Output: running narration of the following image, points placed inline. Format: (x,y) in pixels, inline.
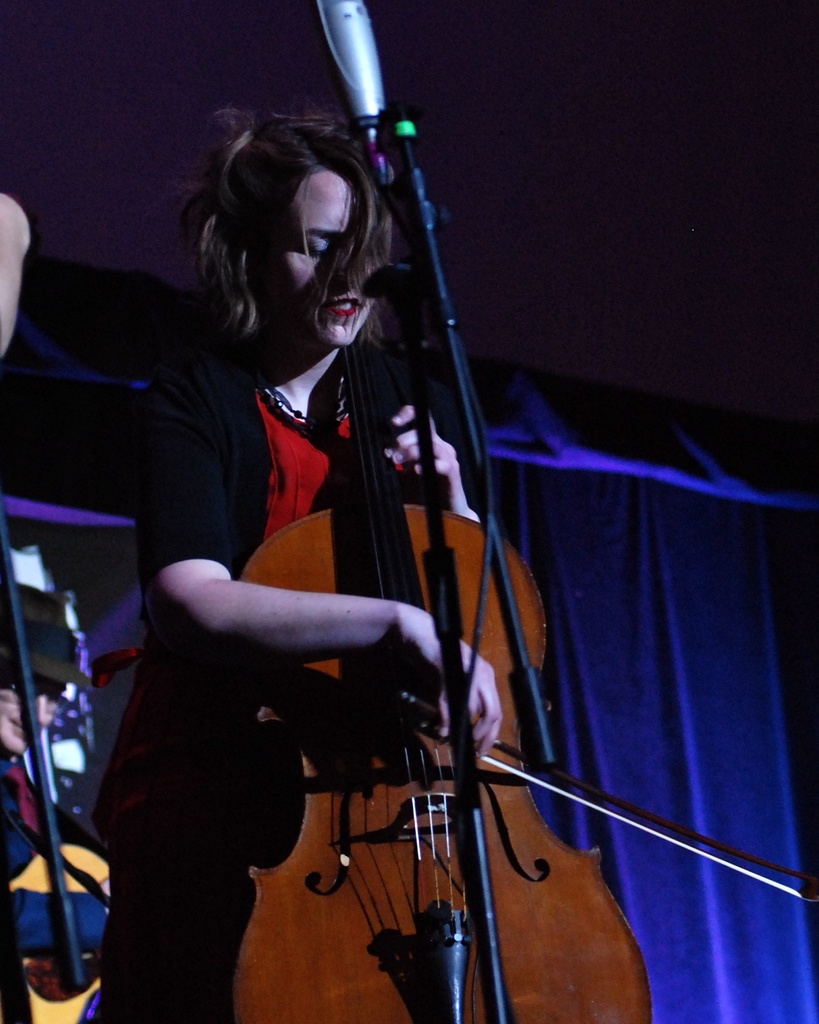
In this image I can see a woman (279,485) is standing and I can see she is holding a musical instrument (294,964). I can also see a mic (377,110) and in the background (10,736) I can see one more person (39,600) and blue cloth (686,695). I can also see this image is little bit in dark from background (72,237).
